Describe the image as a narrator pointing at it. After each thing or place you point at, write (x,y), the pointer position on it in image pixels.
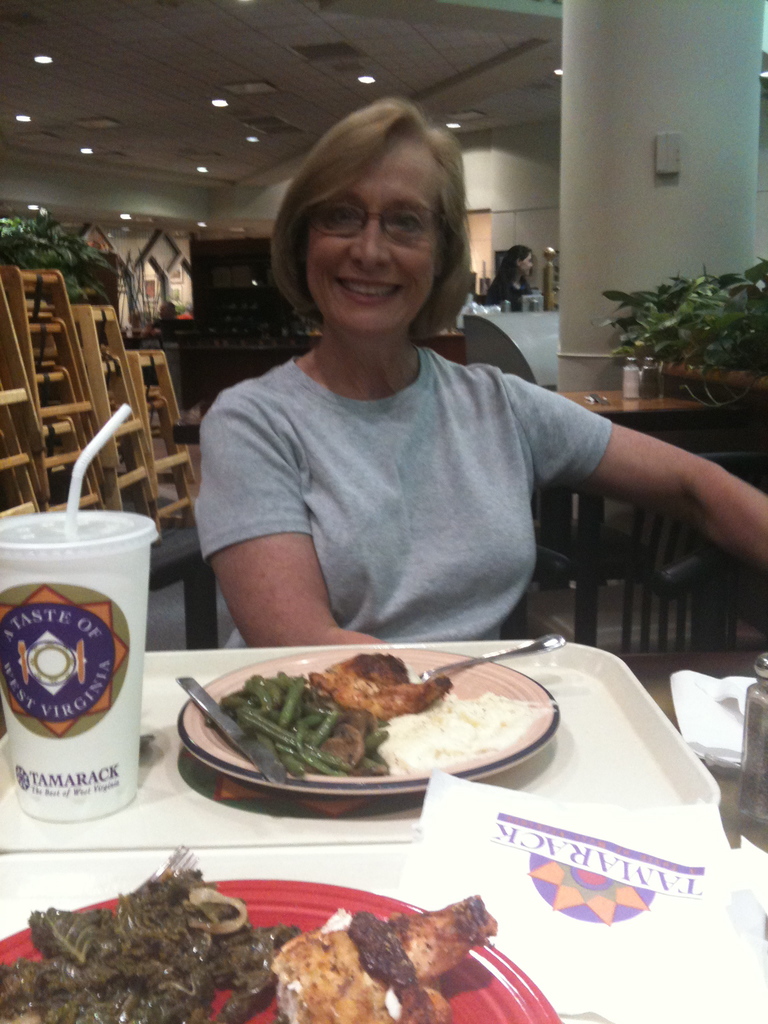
In the center of the image (259,385) there is a lady (232,412) sitting on chair (582,619). In front of her there is a table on which there are food items (41,1011) in plate (495,681). In the background of the image (34,507) there are chairs (158,381) and plants (67,232).
